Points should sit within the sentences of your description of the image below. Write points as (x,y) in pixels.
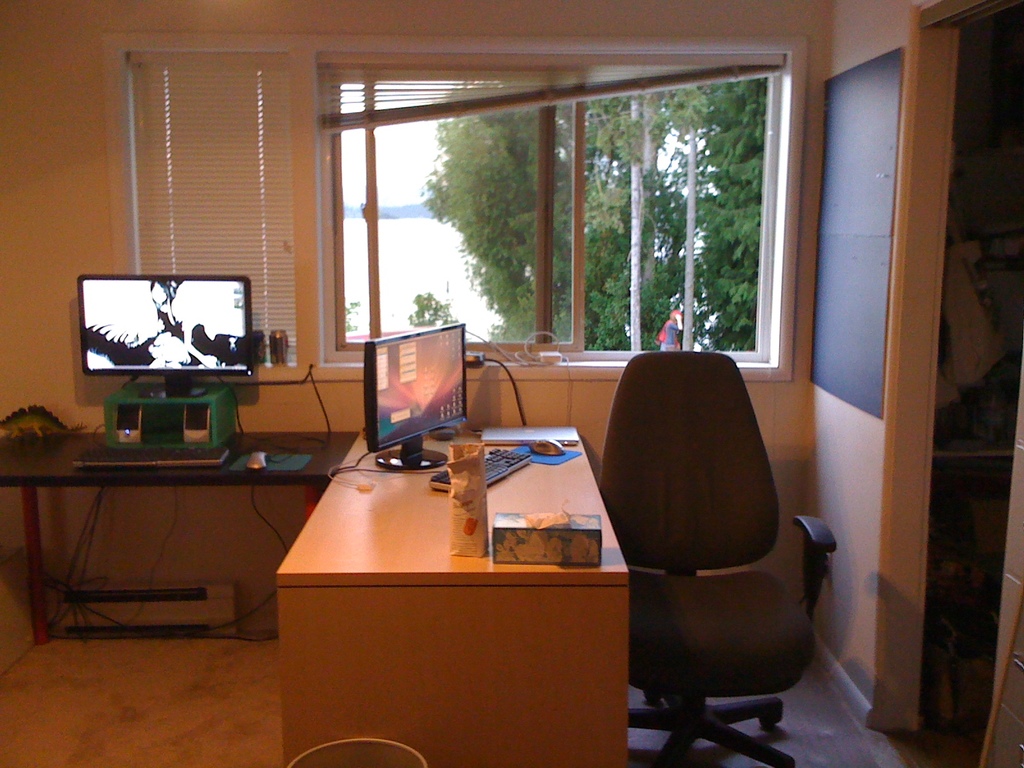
In this image there is a table (428,512) on that table (421,526) there are monitors (131,317), keyboard (489,479) and some objects (505,517), beside the table (520,501) there is a chair (747,543), beside the chair (743,529) there is a wall (906,28) to that wall (906,1) there is a door (928,35).
